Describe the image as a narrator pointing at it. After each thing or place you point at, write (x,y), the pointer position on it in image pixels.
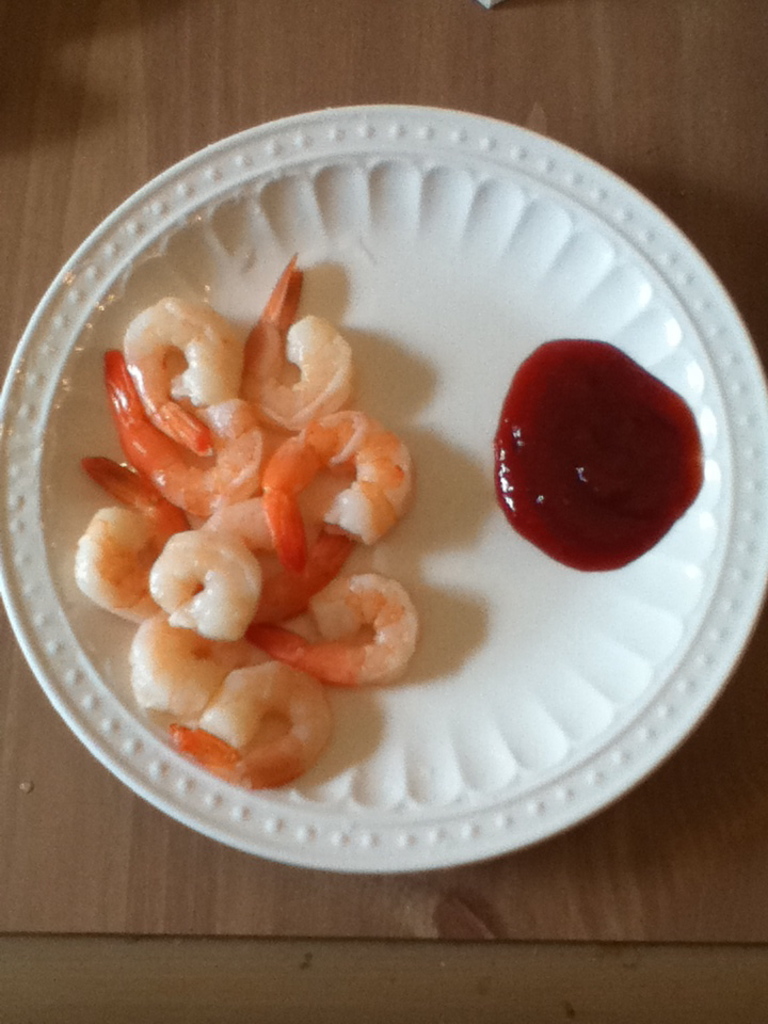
In this image there is a food item (250,438) placed on a plate (409,237).
